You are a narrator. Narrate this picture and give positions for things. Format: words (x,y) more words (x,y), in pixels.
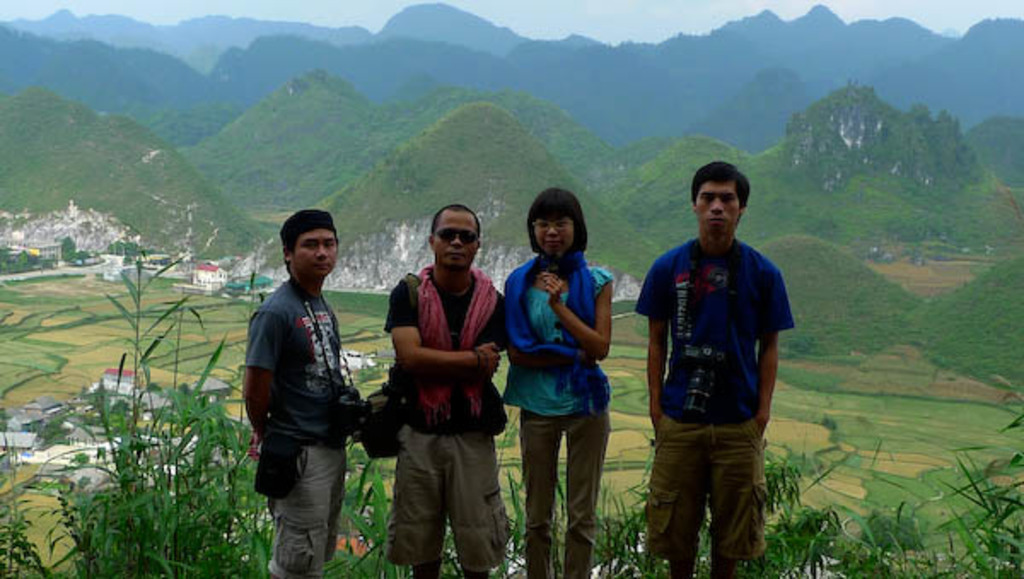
In this image I can see there are four persons (285,424) visible standing on grass (176,478) and I can see houses (97,450) and hills (891,158) and the sky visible in the background (958,179) and in the foreground (173,502) I can see plants (132,467) and I can see two persons (319,399) holding cameras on their necks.
